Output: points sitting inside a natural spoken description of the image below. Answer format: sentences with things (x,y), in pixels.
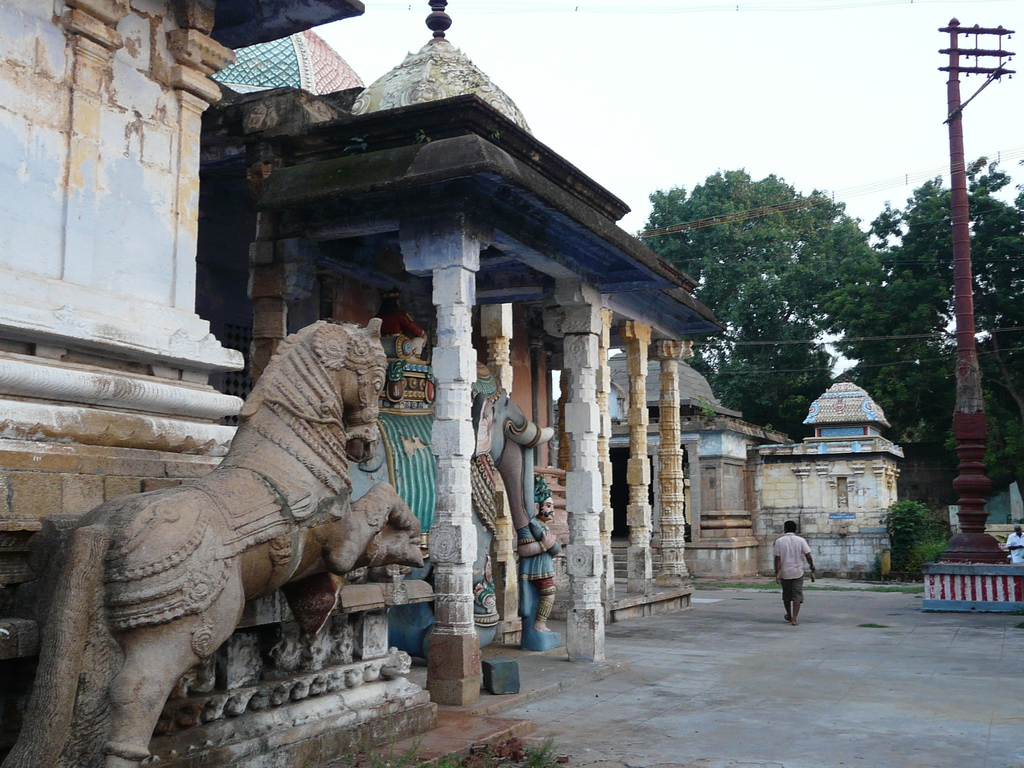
In this picture, we can see temple (455,288), and we can see some sculptures (420,550), two persons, ground (745,754), pole (969,549), wires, trees (929,248), plants (532,743), grass (545,760) and the sky (631,1).
